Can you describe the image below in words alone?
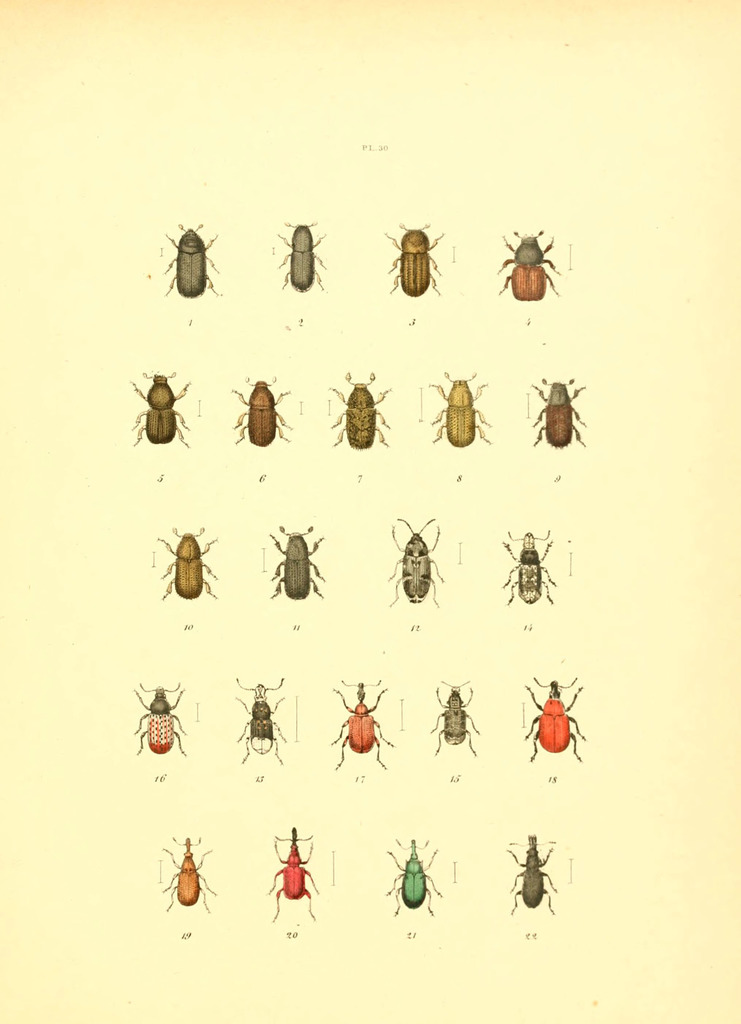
In the image there are pictures of insects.
